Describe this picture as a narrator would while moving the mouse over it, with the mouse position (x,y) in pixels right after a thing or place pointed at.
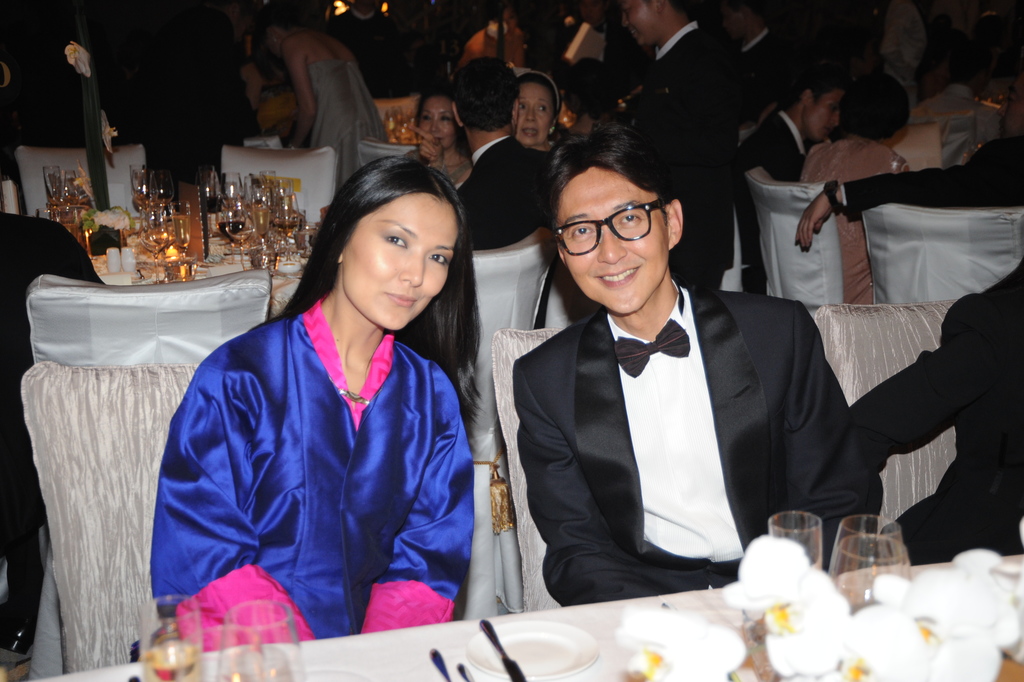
In a room (994,134) there are so many people (344,497) sitting on a chairs (173,301) in front of table (101,270) and there are so many glass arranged with drinks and food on table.
